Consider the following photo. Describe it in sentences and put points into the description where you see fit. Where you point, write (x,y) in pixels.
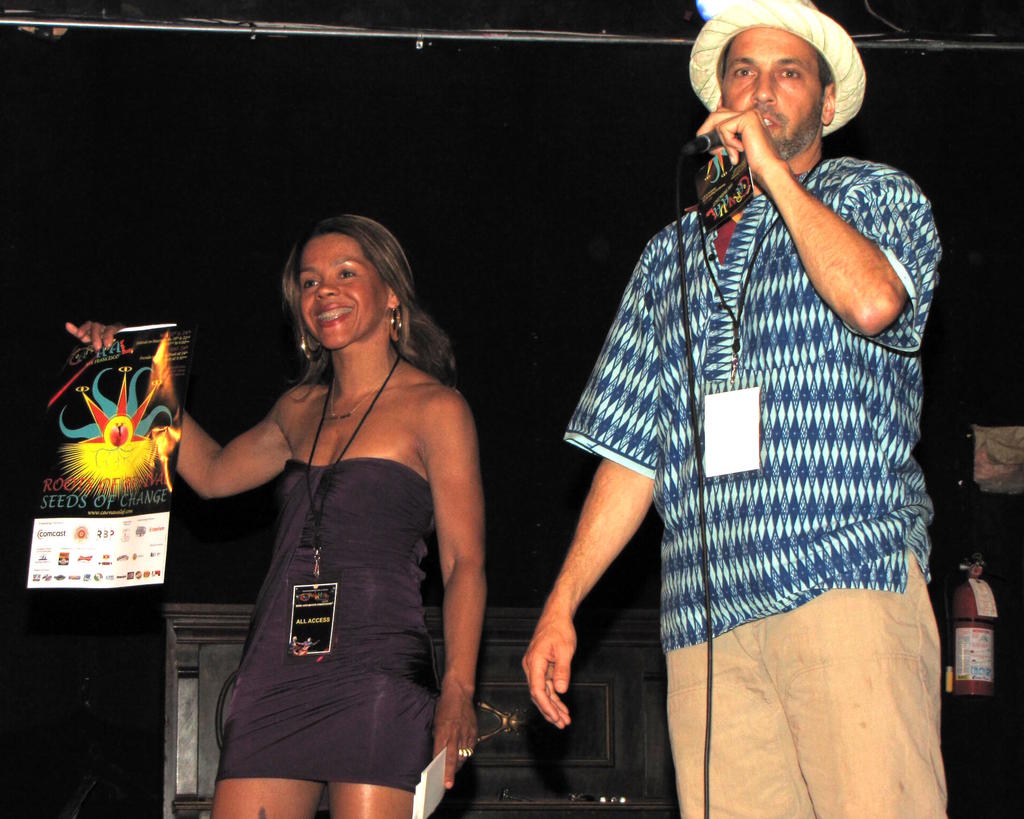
In this image I see a woman (394,816) and a man (800,133) who are standing and holding papers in their hands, I can also see this woman (368,327) is smiling and I see that this man (766,111) is holding the mic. In the background (695,200) I see few equipment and it is dark.
